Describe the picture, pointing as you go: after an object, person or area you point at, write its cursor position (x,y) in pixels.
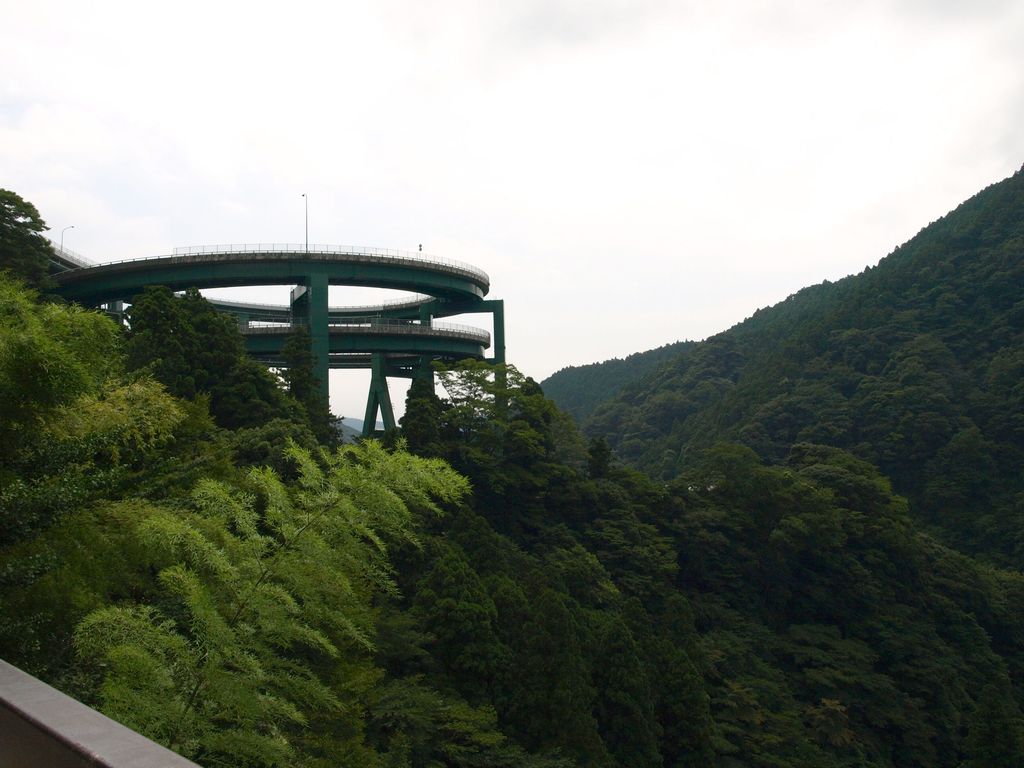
In this image there are lights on the bridge (327,334), there are trees (295,583), mountains (788,400) covered with trees (850,342), a small wall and the sky (723,291).
